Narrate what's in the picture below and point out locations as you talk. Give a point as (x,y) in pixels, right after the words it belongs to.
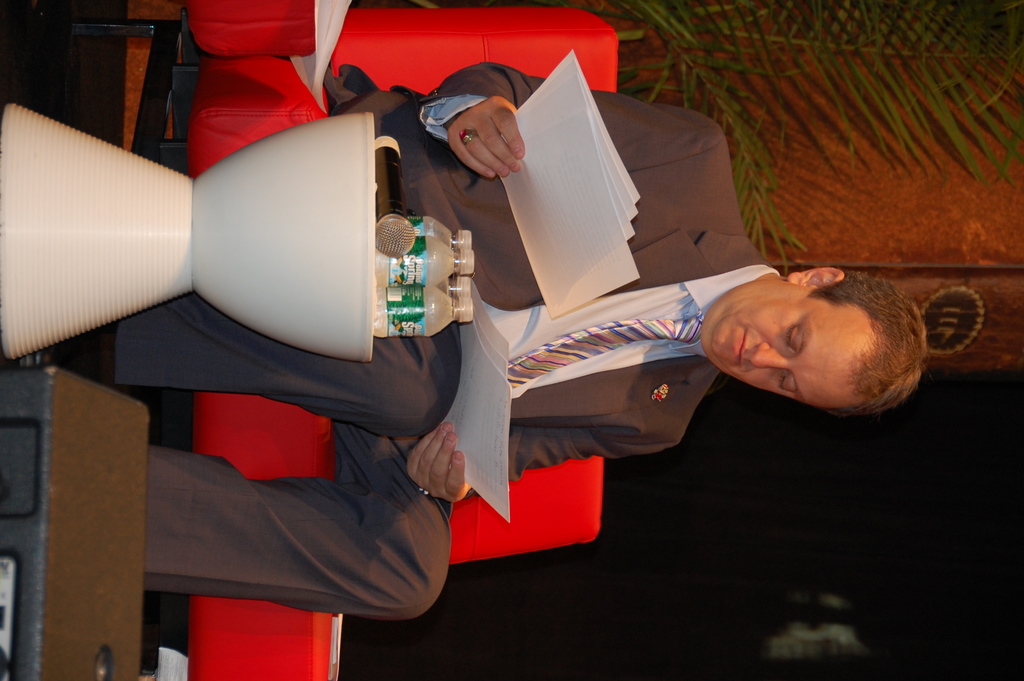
In this image, we can see a person (739,274) holding papers (489,370) and sitting on the couch (230,114) in front of the table (339,214). This table (276,275) contains bottles (422,244) and mic (402,224). There are leaves (902,33) in the top right of the image (923,37).
